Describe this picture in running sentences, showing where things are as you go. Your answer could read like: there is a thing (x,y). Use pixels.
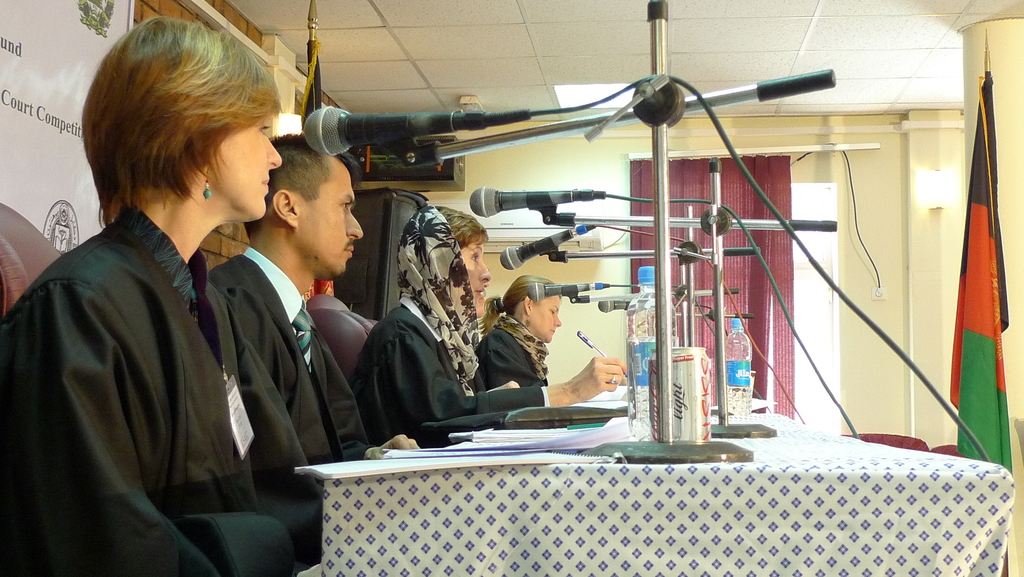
In this image there are group of persons (269,363) sitting. In the center (641,358) there is a table (736,491), on the table (659,474) there are mics (668,332), bottles (635,347), papers (570,440), and the woman (417,354) sitting in the center (396,340) is holding a pen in her hand (606,360). On the right side (962,275) there is a flag (975,316) which is in front of the table (783,450). In the background (737,190) there is a curtain (725,185) and on the wall (921,213) there is a light (935,202). On the left side of the wall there is a banner (39,96) with some text (37,107) written on it and there are black colour objects (401,179).
